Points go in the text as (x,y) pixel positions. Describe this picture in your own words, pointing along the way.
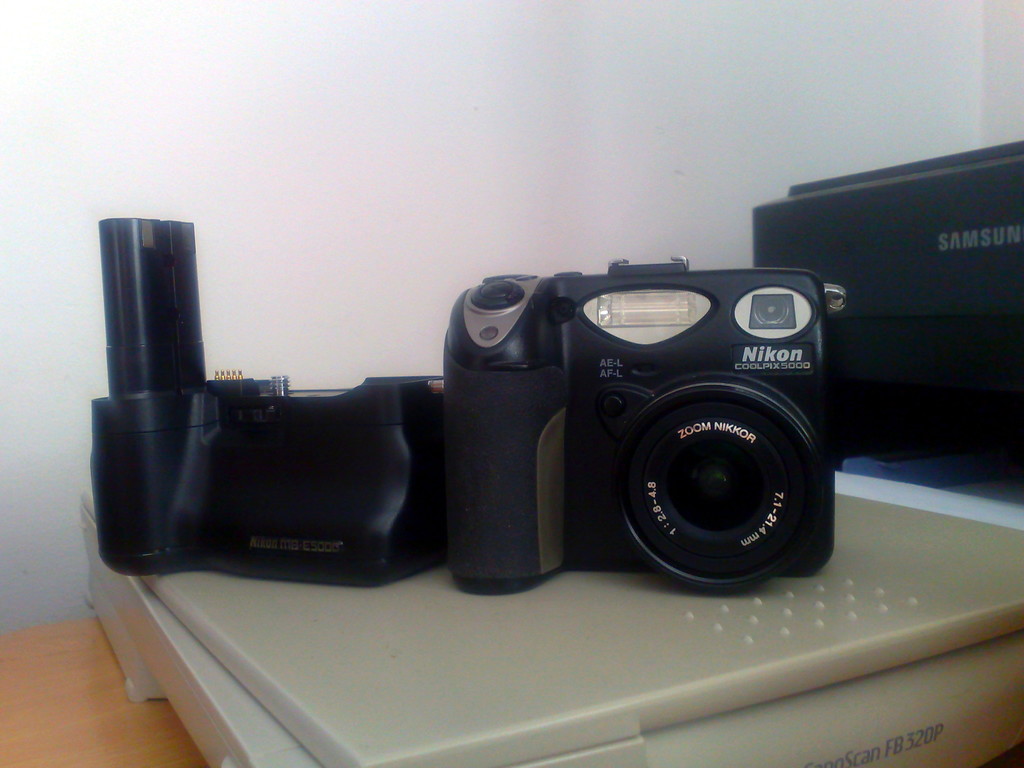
in this image we can see the cameras (476,390) on the surface (682,603) of the scanner (695,684) and we can also see a black color Samsung object (959,230) on the right (925,325). In the background (408,143) there is a plain wall (345,90).
